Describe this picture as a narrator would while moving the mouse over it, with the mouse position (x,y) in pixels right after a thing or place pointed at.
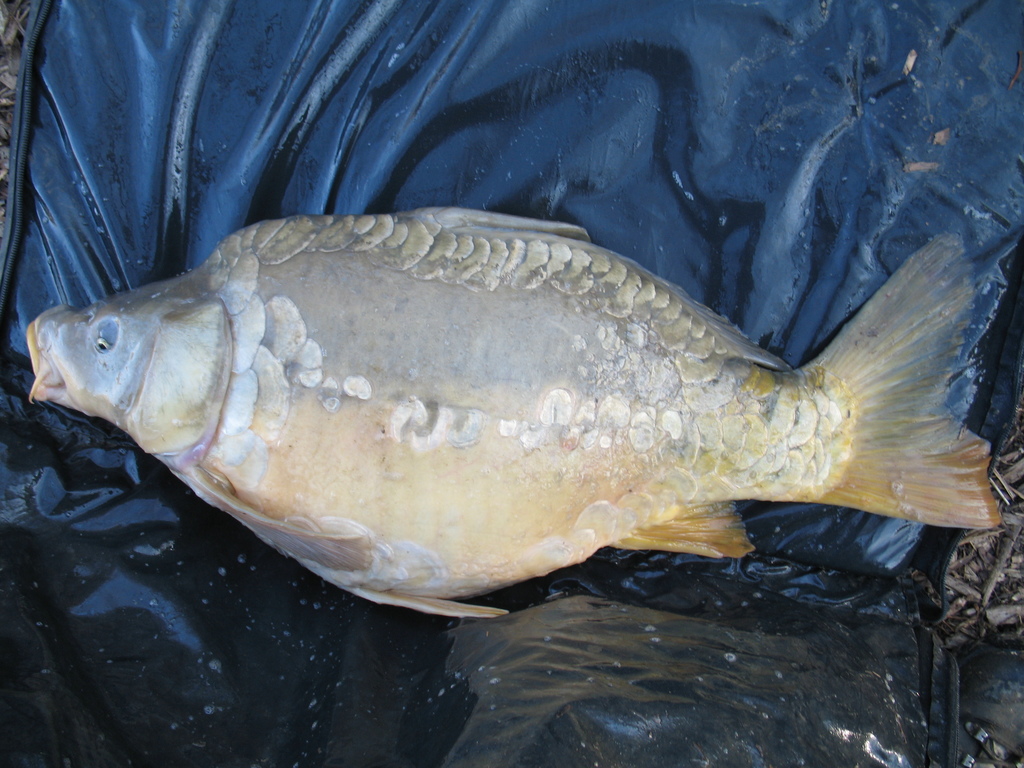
In this picture there is a fish (634,462) on the black cover (603,667).
